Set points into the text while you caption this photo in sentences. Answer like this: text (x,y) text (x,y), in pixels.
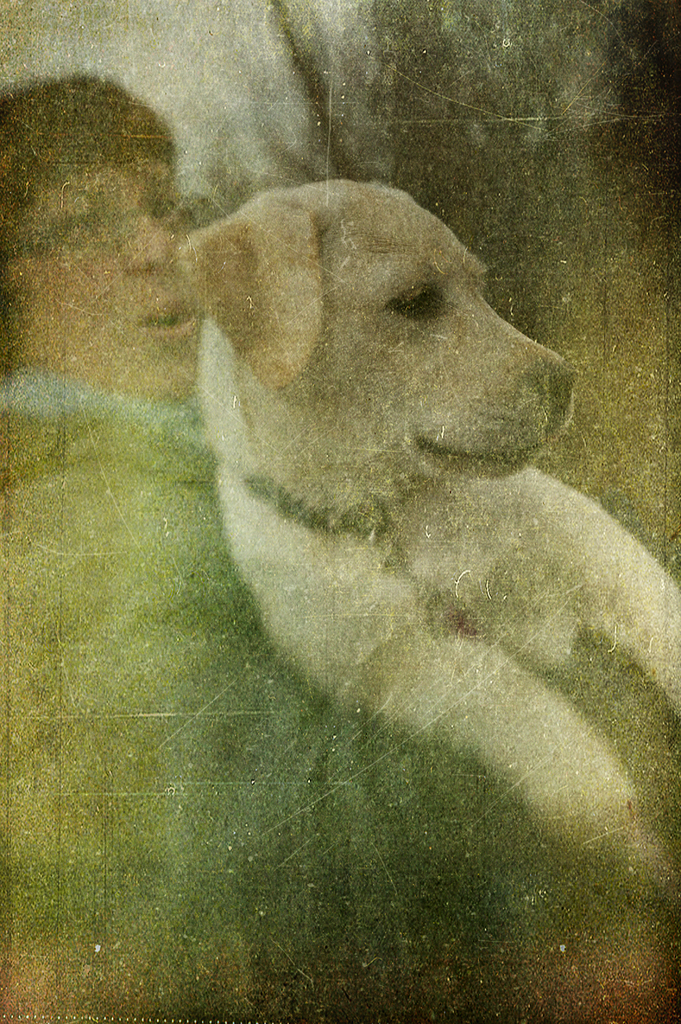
In this picture I can see a human (420,760) holding a dog (423,508) and I can see a blurry background (319,50).
